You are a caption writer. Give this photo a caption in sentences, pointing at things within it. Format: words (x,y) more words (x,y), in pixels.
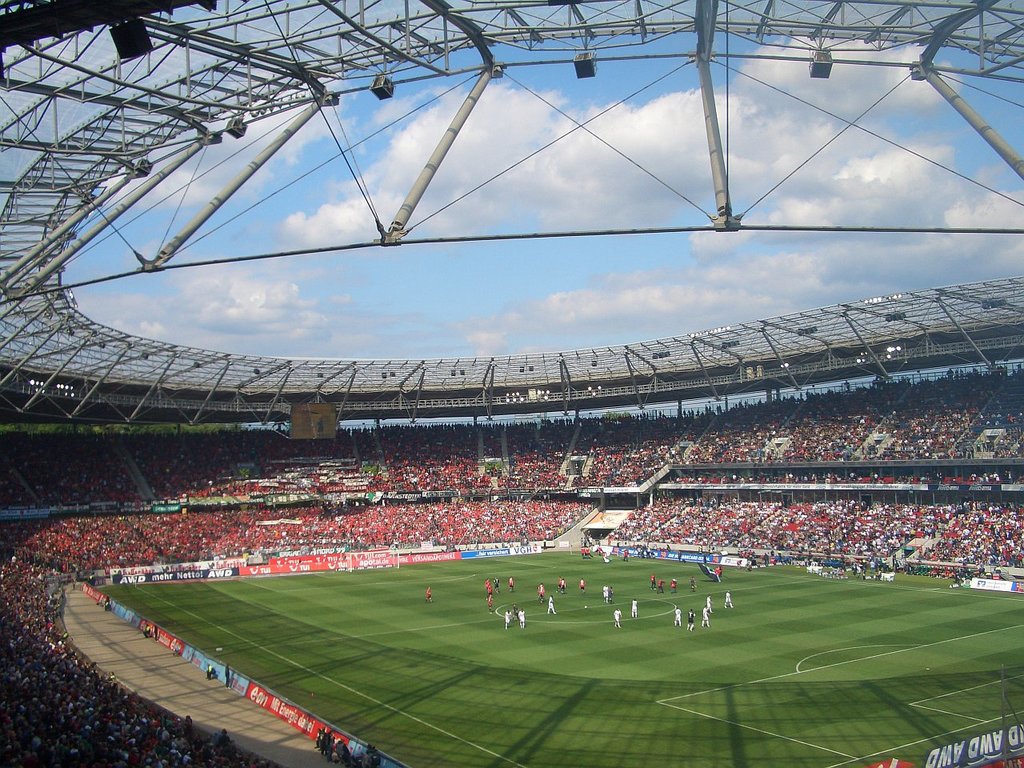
In this image there is a stadium (633,404) people (739,454) are sitting on chairs (33,755), on the ground (417,669) there are players (563,589) are playing, at the top (66,122) there is an iron frame (151,368).
